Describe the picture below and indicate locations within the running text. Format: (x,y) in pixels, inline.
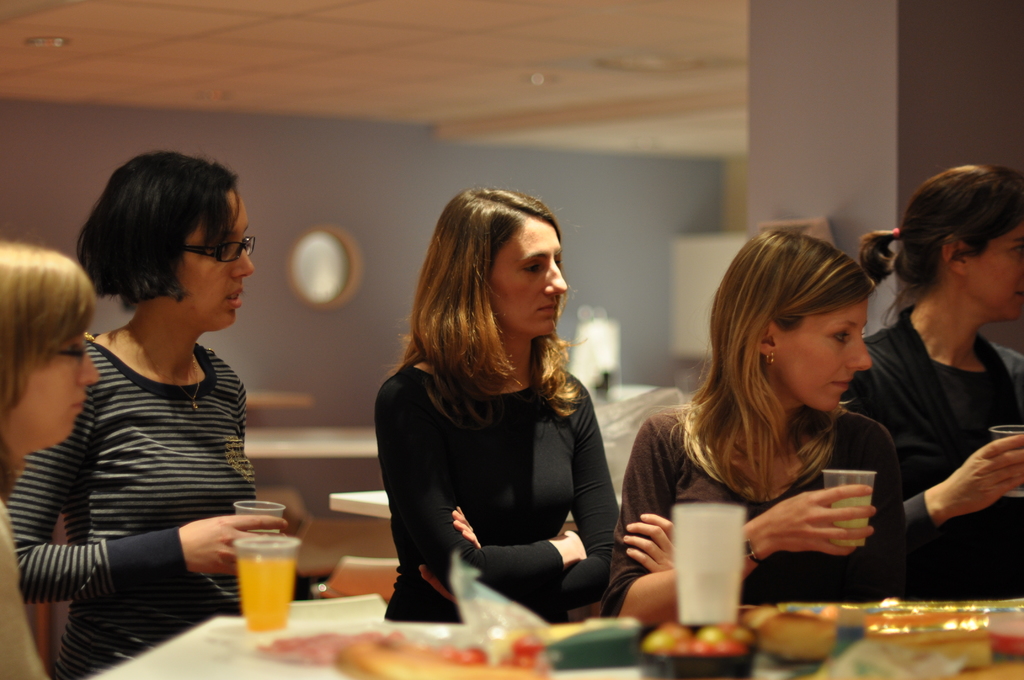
In this given picture, there are five women (519,354) standing in front of a table (153,667) on which some glasses (268,575) and food items (536,645) were placed. In the background (626,287) there is a wall (351,165) here.
